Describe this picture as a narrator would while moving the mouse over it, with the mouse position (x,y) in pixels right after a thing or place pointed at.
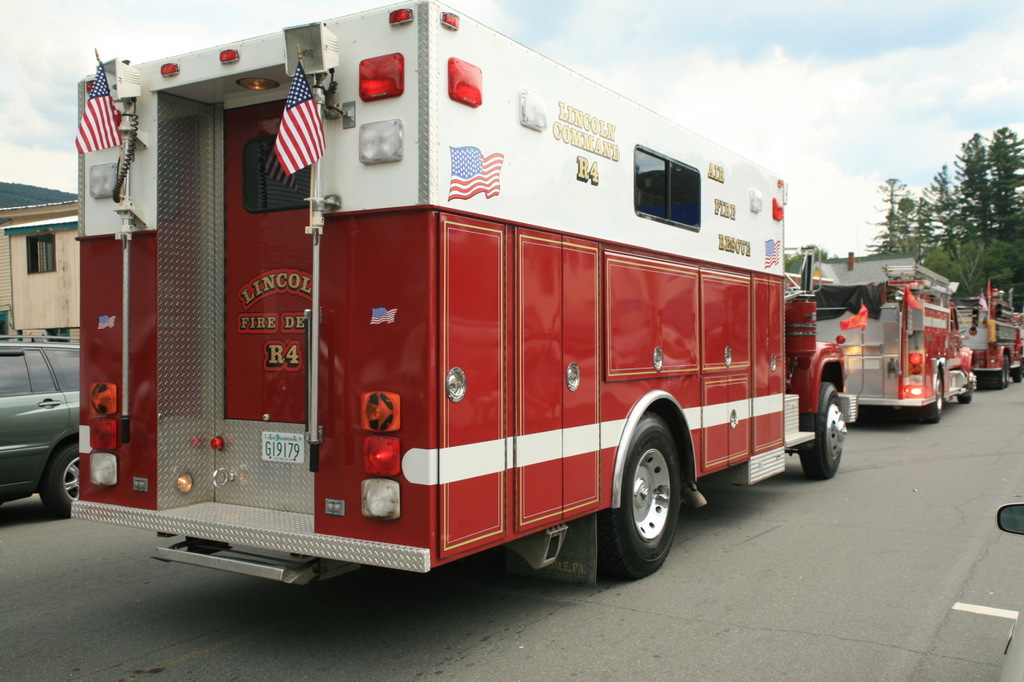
This image consists of three fire engine trucks (779,377) in red color. At the bottom (762,607), there is a road (516,599). On the left (22,441), we can see a car (12,380) and a building (14,217). On the right (977,255), there are trees (939,183). At the top (649,71), there are clouds (913,138) in the sky (789,41).
